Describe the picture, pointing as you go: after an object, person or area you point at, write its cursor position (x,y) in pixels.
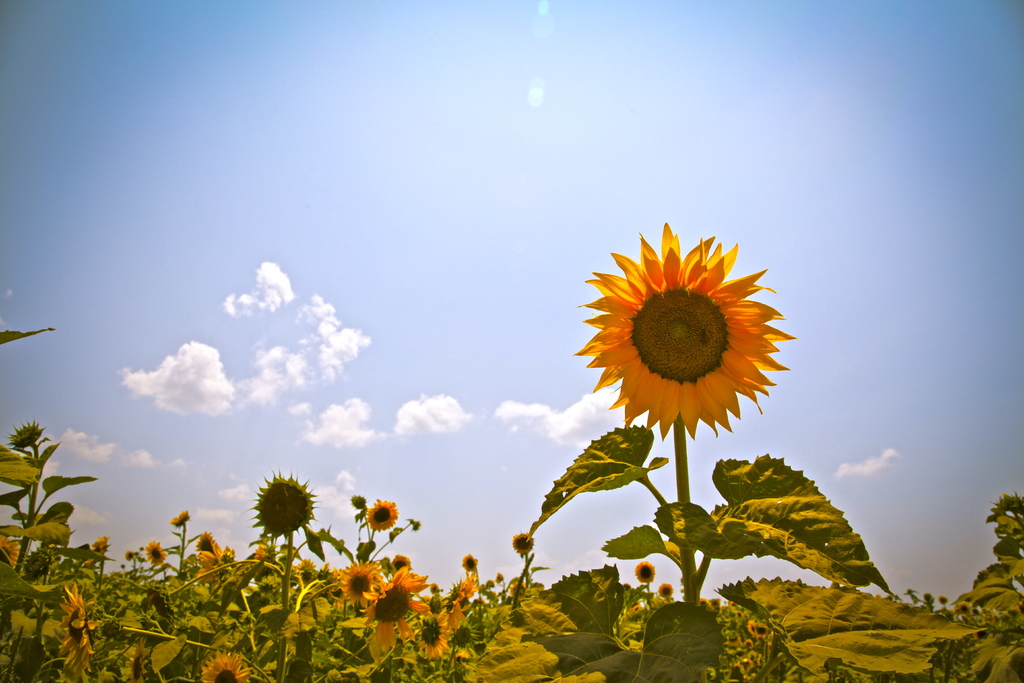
In this images we can see sunflowers (76,595) on the plants (925,631). In the background (457,356) there is sky (381,281) with clouds (416,424).
